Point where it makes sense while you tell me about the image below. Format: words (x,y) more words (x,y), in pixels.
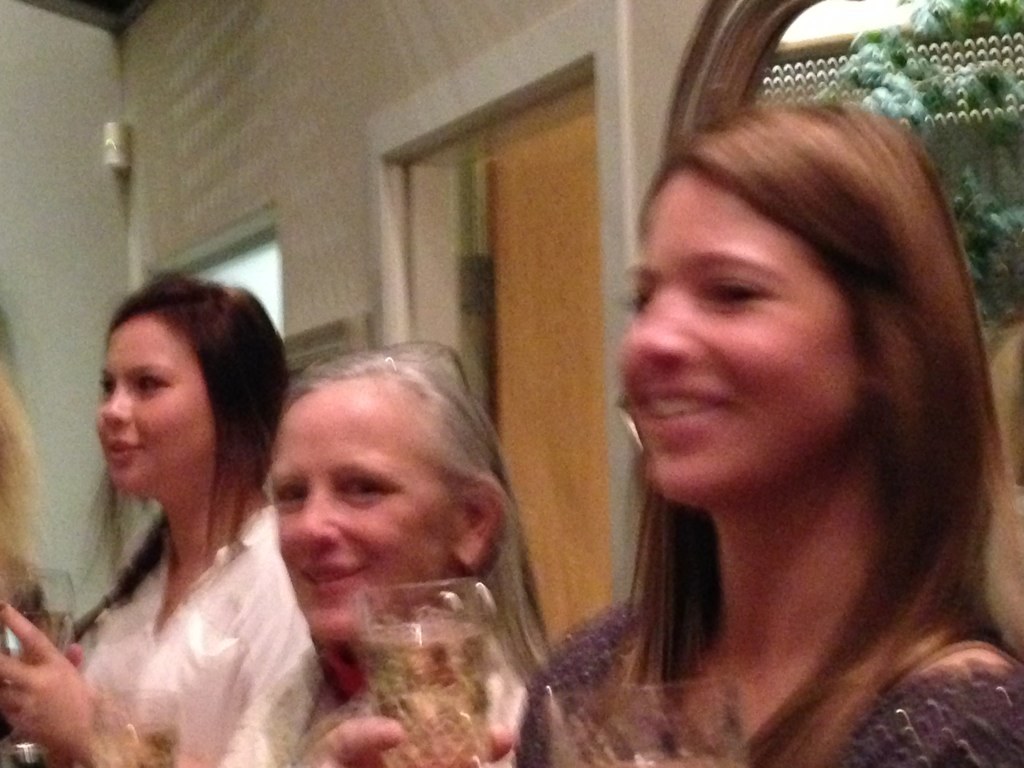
In this image I can see three people (392,478). Among them one person (359,598) is holding glass (489,700) and smiling. Backside of them there is a wall (637,101) and the glass (980,53).
